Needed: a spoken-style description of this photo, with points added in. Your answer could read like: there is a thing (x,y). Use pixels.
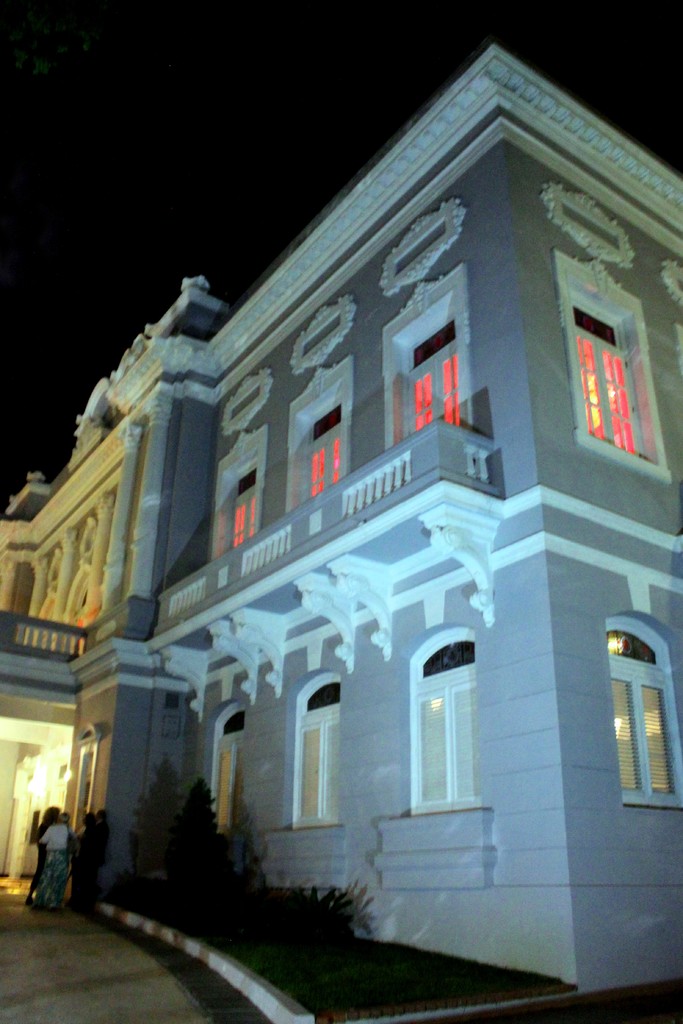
There are people (59,818), plants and a building (336,611) in the foreground area of the image (362,556).
